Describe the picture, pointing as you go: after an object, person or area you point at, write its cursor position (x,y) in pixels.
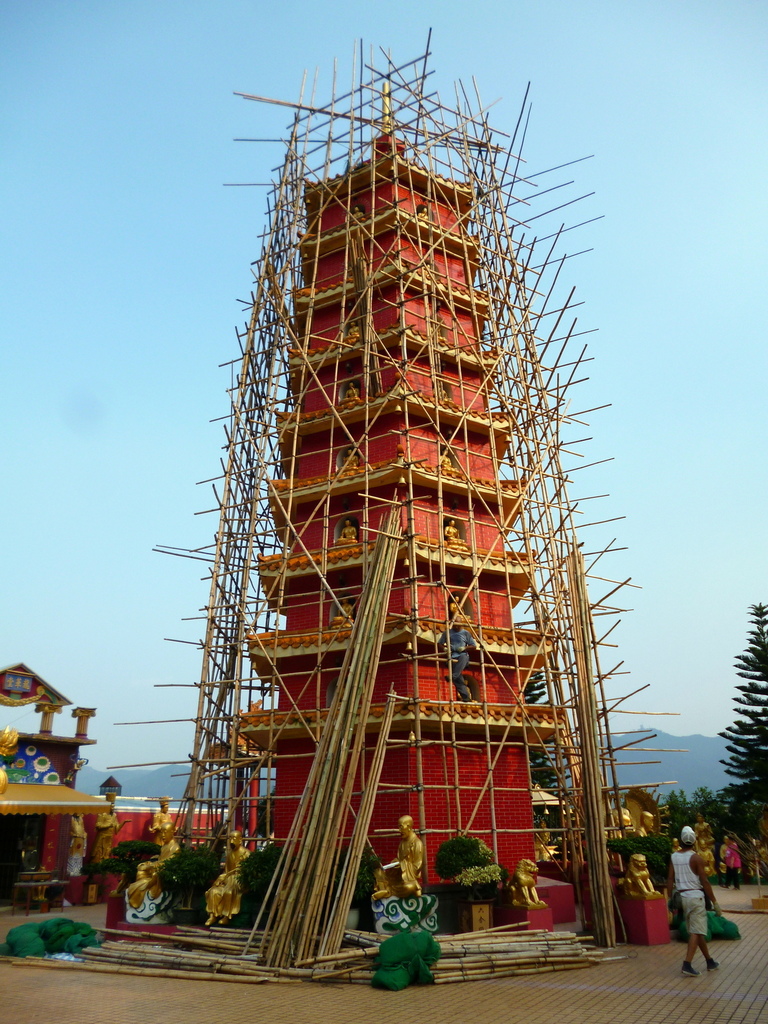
In the background (595,140) we can see the sky (533,155), hills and trees (734,785). In this picture we can see a temple (430,854) which is under construction. Around the temple (516,841) we can see the wooden poles (499,500), sculpture (158,872), people (671,900), plants (185,860). At the bottom (36,923) we can see green clothes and wooden poles (134,969). On the left side of the picture (90,812) we can see an arch (50,861) with sculptures (145,872) and pillars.
